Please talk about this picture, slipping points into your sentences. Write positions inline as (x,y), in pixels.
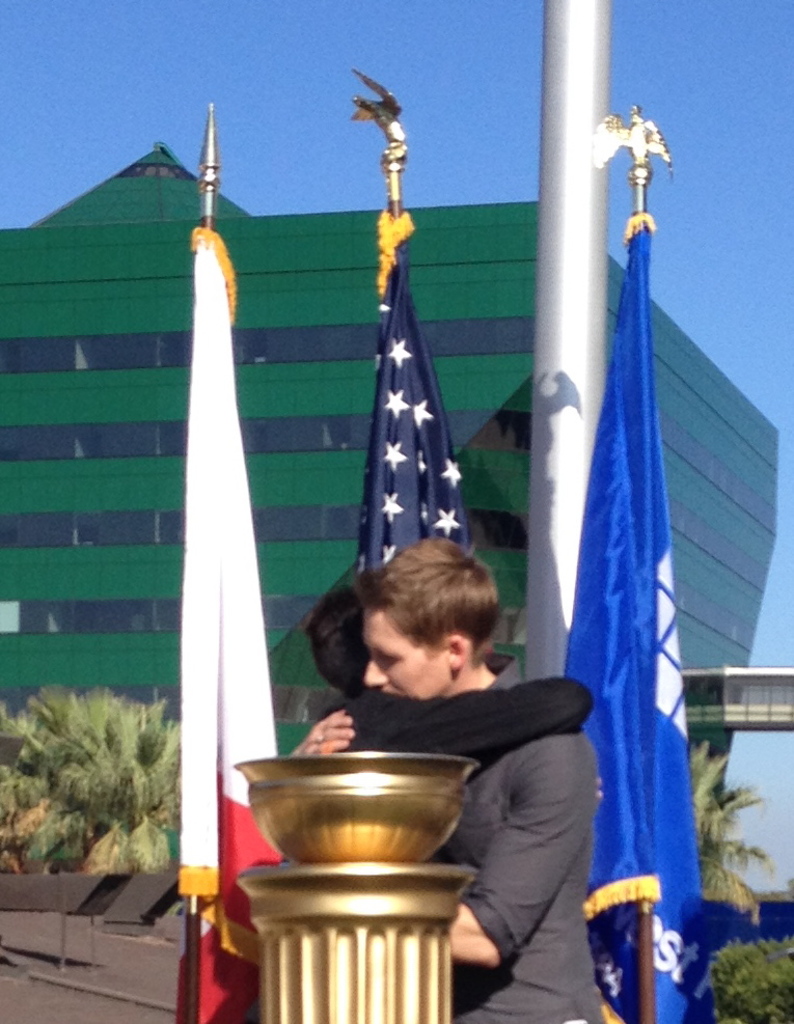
This picture describes about few people (431,746), behind to them we can see few flags (599,479), and a pole (593,325), in the background (156,557) we can find few trees (110,718) and a building (151,439).
